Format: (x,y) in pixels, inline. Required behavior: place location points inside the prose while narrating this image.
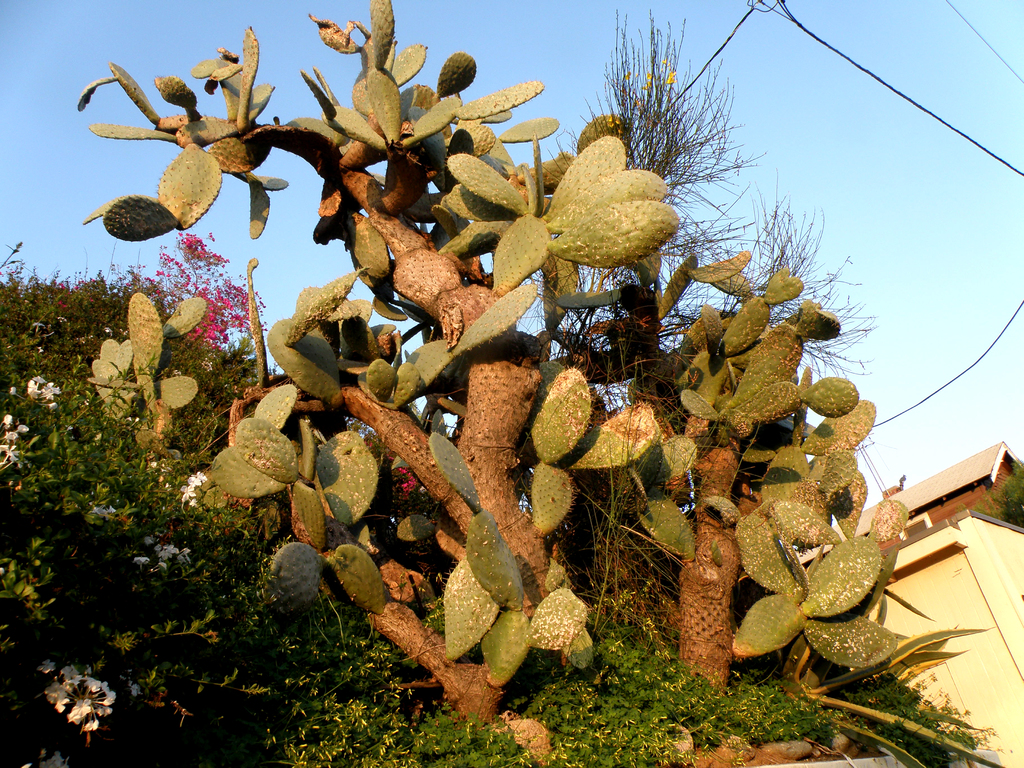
In this image I can see a cactus plant (428,485) and some other plants (71,609) along with the flowers (94,697). On the right side (980,616) there are few buildings (979,539). At the top of the image (796,94) I can see the sky (846,102) and some wires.
